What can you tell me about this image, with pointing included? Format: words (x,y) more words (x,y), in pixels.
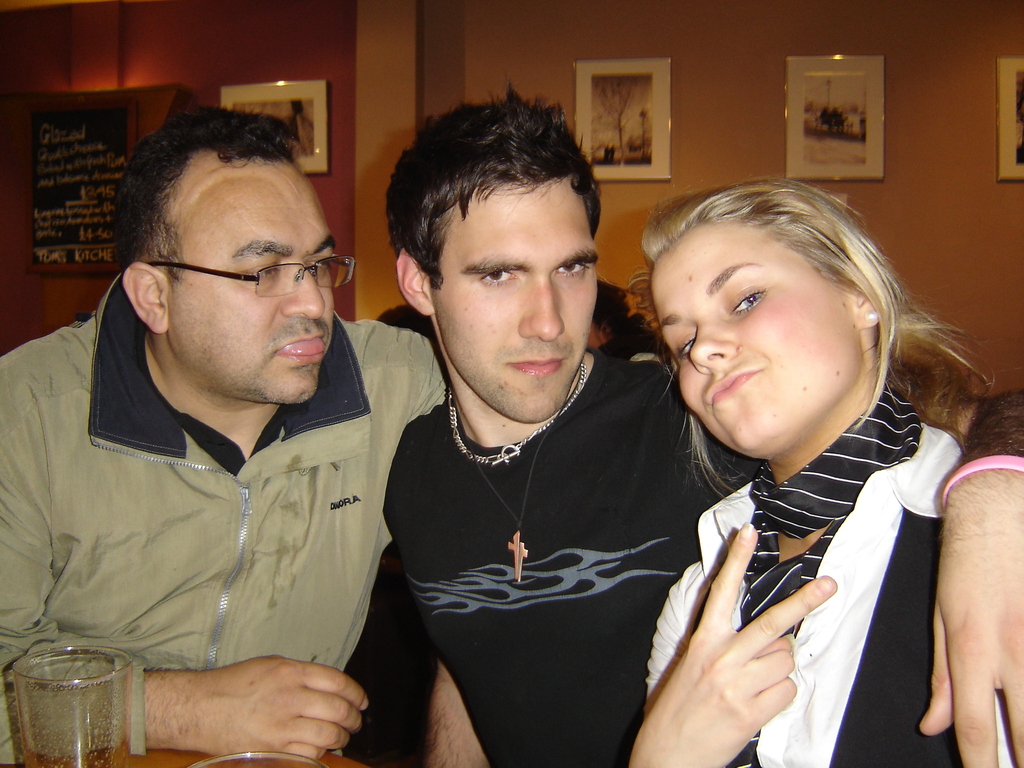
In this image there are three persons (447,546) sitting in front of the table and there is a glass (95,698) and a bowl (298,760) on the table (340,765). In the background (1008,115) there are four frames (793,134) hanging on the wall (552,96).
